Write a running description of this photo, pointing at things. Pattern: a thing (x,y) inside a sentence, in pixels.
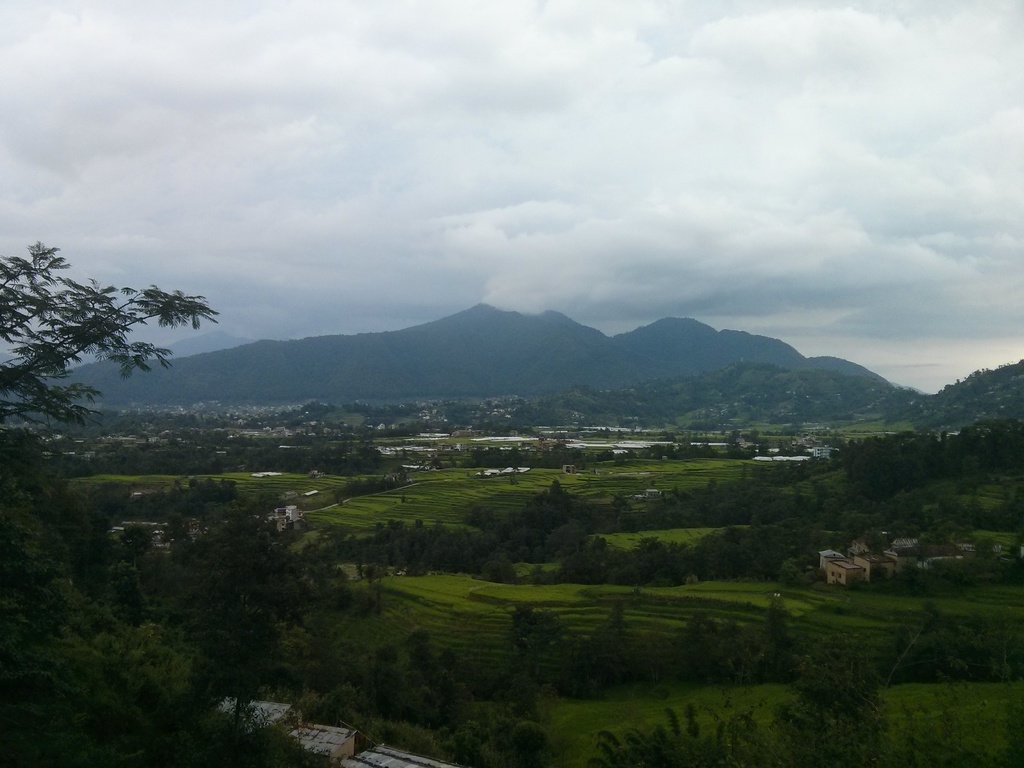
In this image in the center (580,469) there are plants (231,633) and there's grass (464,588) on the ground (472,584). In the background (352,461) there are objects (511,438) which are white in colour and there are trees (544,415) and there is mountain (512,353) and the sky (611,175) is cloudy.
